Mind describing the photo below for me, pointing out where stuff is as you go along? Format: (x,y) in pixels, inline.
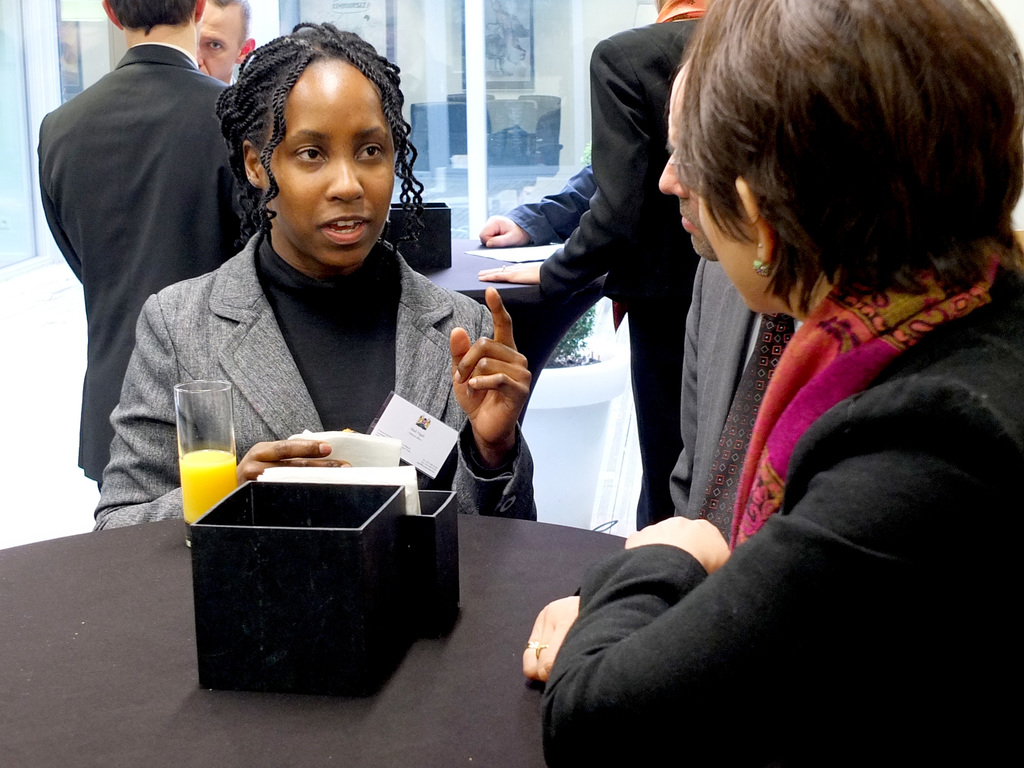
In this image I can see a group of people (646,381) on the floor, tables (517,567), glass (200,429) and some objects (248,579) on it. In the background (524,158) I can see wall paintings (523,68) on a wall (563,39), boards (374,12), chairs (493,106), glass doors (447,85) and so on. This image is taken may be in a building (476,168).
